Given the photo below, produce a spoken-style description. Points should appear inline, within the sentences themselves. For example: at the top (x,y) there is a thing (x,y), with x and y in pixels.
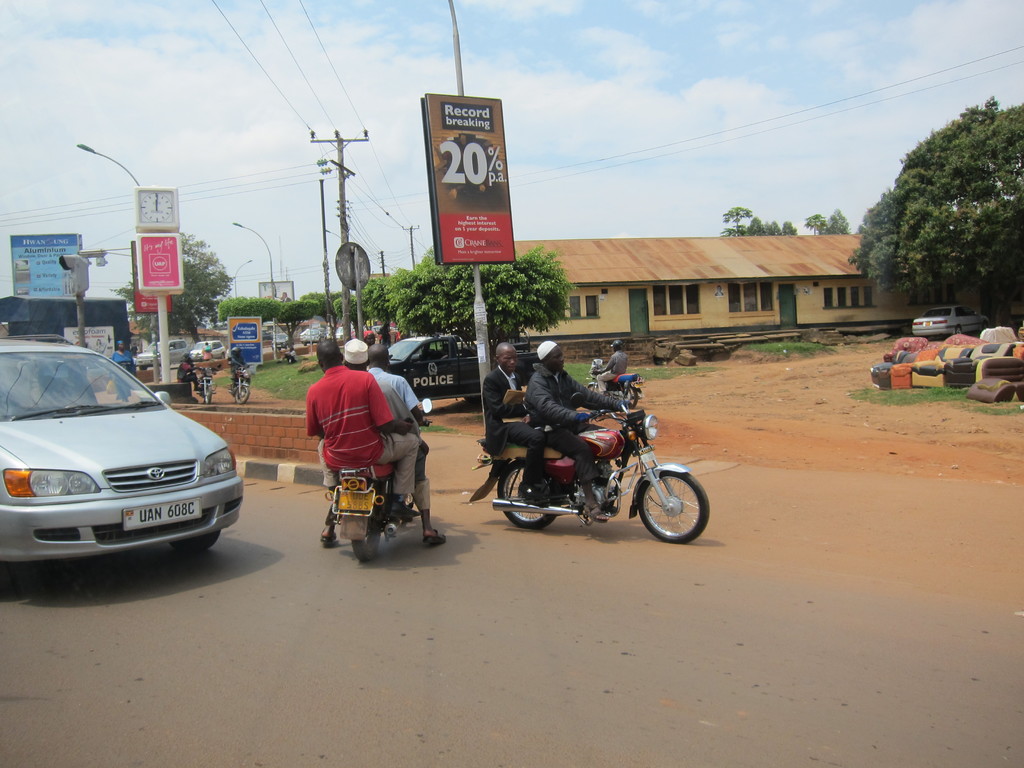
In this image we can see one house (884,295), one car (962,330) parked in front of the house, some trees (222,319), some vehicles (70,356) on the road (494,635), some vehicles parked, some people (374,395) riding, some current poles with wires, some poles (163,369) with boards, some boards (107,343) with text (238,351), some people (233,349) are driving vehicles (44,427), some objects (1006,396) are on the surface (839,386), one clock (156,231) attached to the pole (153,234), some grass (274,372) on the surface (291,398) and at the top (89,232) there is the sky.
